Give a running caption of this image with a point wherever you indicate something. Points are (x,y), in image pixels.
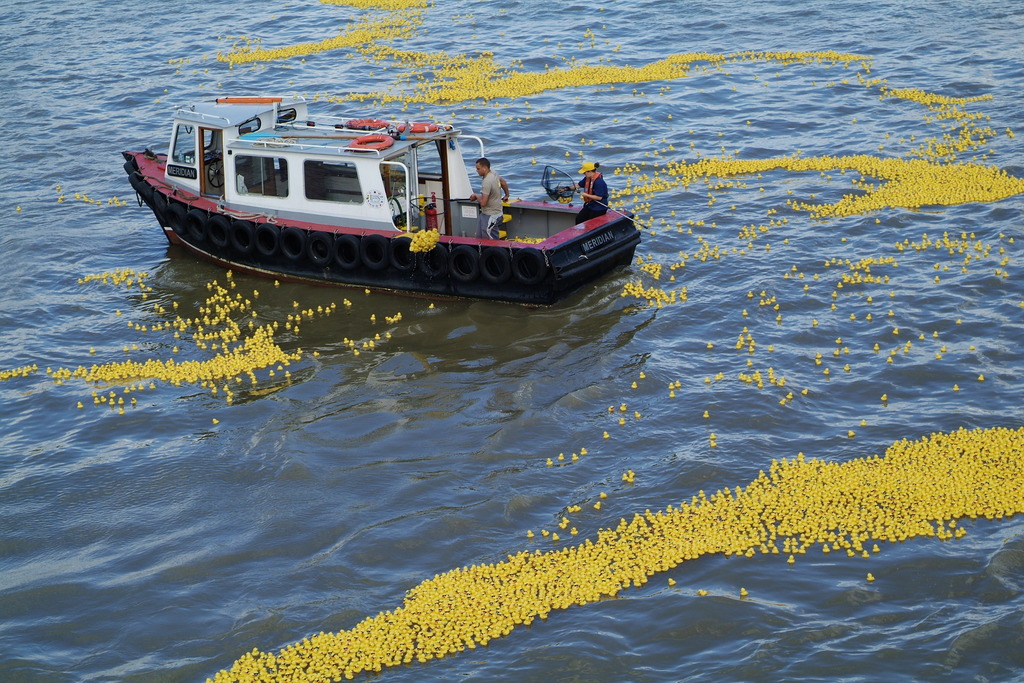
There are two people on a boat (537,286) and we can see boat (526,299) and yellow objects (782,495) above the water (335,516).
